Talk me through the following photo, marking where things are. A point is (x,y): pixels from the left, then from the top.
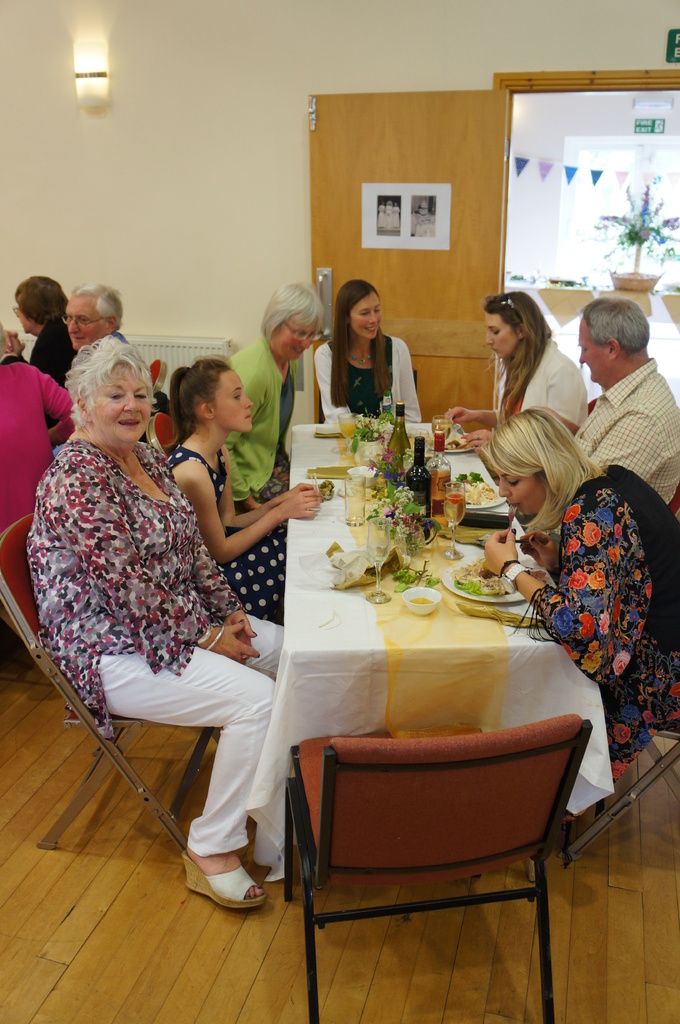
In this image we can see few people (649,510) are sitting around the table (431,462). There are bottles (406,480), glasses (454,486), plates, spoons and forks (514,510), bowls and flowers pots (421,545) on the top of the table (402,604). In the background (461,178) we can see a door (388,256), lamp (90,87), ribbon (551,159) and a flower pot (639,216).
